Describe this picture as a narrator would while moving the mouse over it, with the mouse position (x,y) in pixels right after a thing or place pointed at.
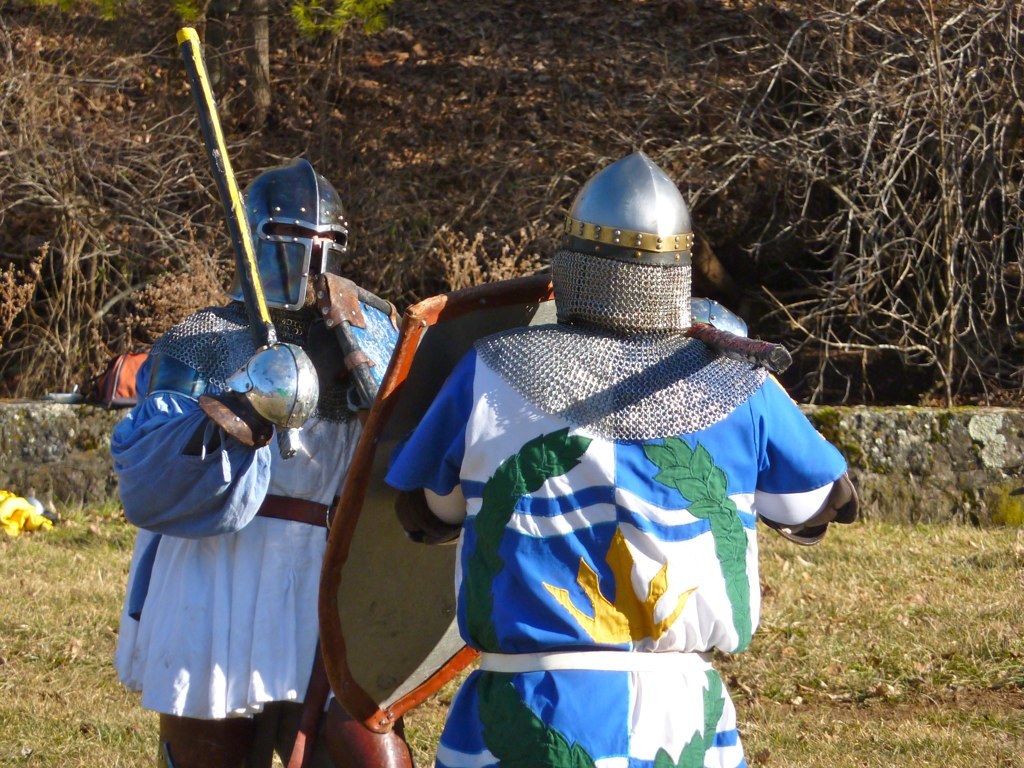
In the image we can see two people (352,451) standing, wearing clothes (585,467), helmets (672,246) and holding objects (259,369) in their hands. Here we can see the grass (871,545), wall (975,444) and trees (418,235).
